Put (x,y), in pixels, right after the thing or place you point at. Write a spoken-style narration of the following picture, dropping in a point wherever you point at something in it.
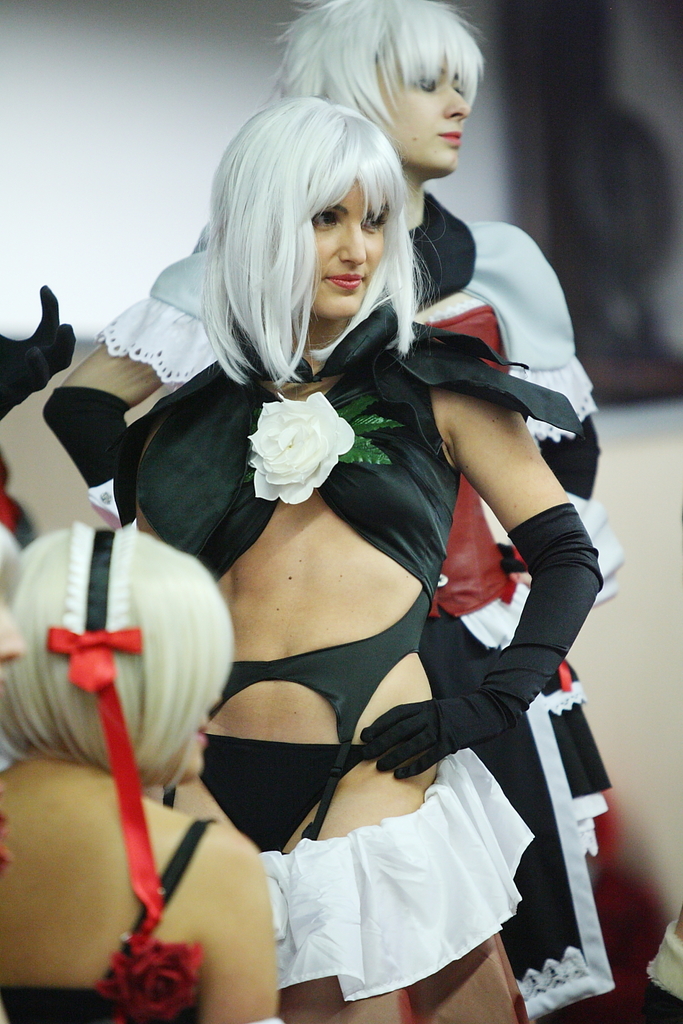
In this image I can see few people (351,656) with black and white color dresses (259,673). I can see two people (441,614) are standing and one person (94,878) is sitting. And there is a blurred background (142,91).
